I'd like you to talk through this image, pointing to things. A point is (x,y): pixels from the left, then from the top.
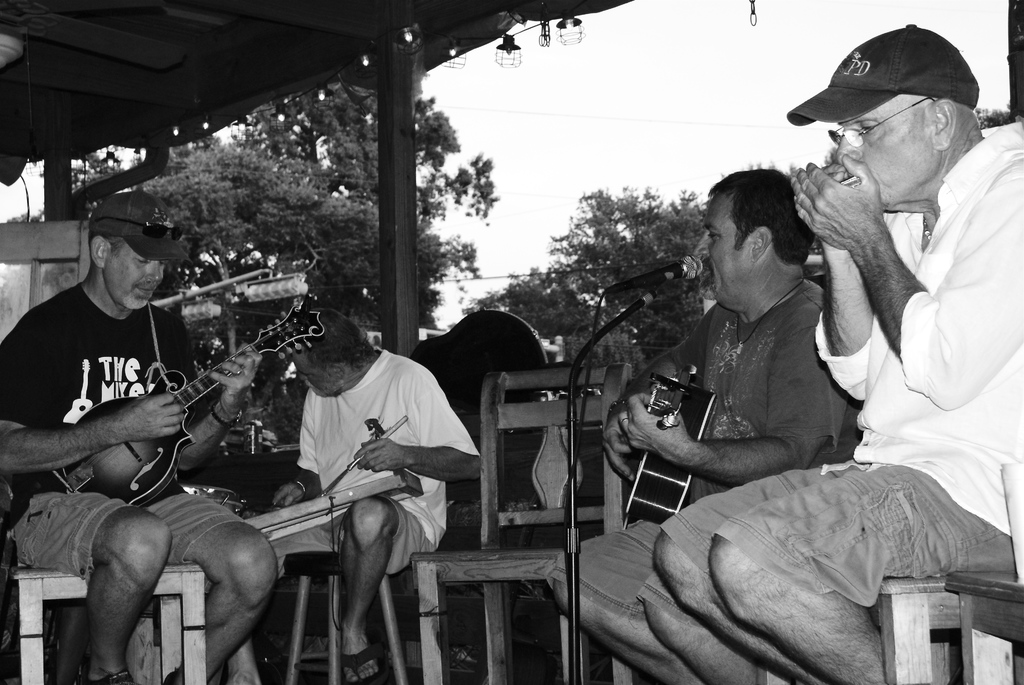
This is a black and white picture. There are four people (865,306) who are sitting on a chair (596,517) and performing the music and these people (776,372) are holding some music instruments (143,449). This is a microphone (670,277). Background of this people (654,361) is a tree (325,197) and sky (558,107).
